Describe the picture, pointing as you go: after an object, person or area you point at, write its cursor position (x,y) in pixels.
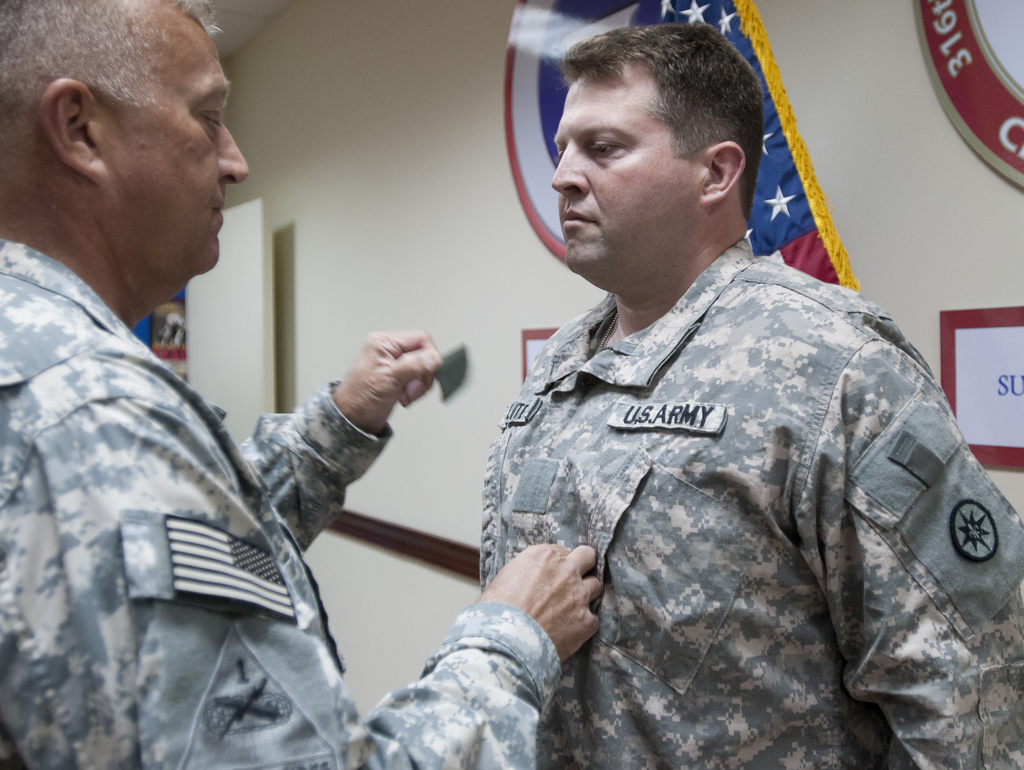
In this image I can see two people (366,427) with the military uniforms (791,400). To the back of these people (389,366) I can see the cream color wall (314,228) and there are some papers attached to it.
